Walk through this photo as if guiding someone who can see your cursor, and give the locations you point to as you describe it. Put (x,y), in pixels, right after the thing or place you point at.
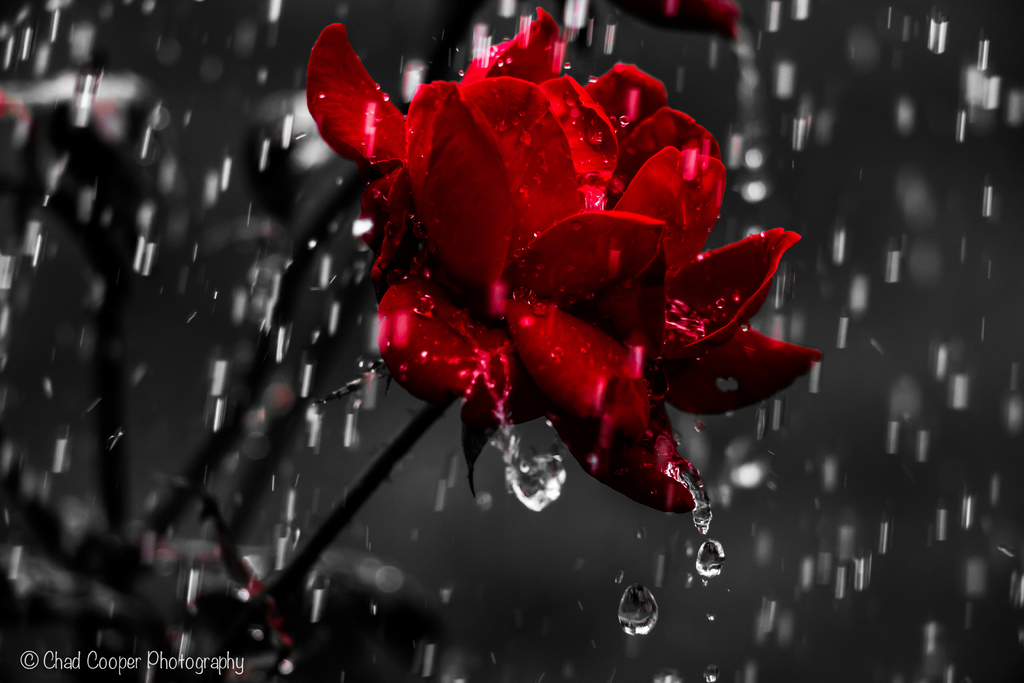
In this image we can see few flowers (573,255) to a plant (270,649). It's raining. We can see water droplets (806,558) in the image.
